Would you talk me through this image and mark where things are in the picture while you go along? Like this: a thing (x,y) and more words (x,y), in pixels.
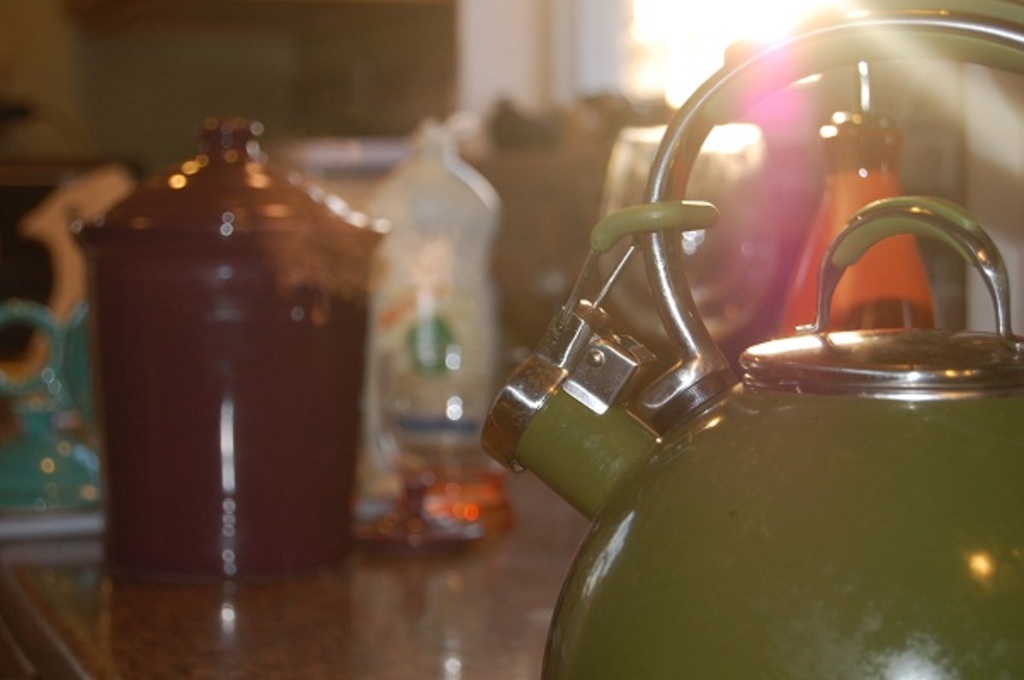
In this image we can see a kettle (812,422) in green color placed on the table (437,621) on which group of bottles (413,310) is placed. In the background (729,21), we can see the window (663,27).
